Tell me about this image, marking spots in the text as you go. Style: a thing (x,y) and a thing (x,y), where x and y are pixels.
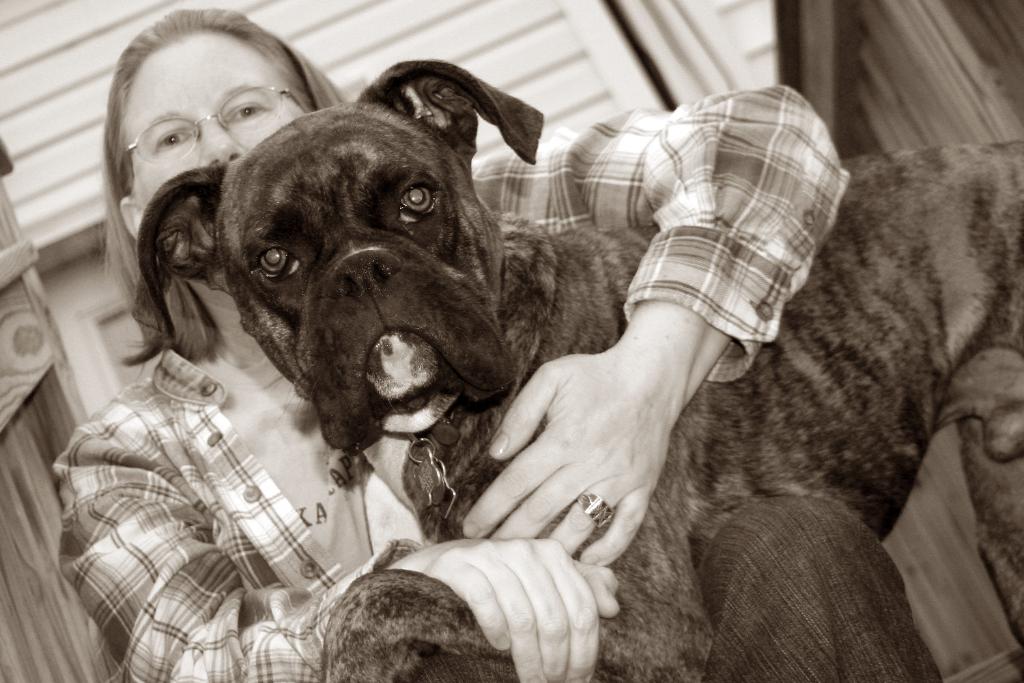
In the center of the image (444,398) there is a dog (408,407). There is lady (184,367) who is wearing a glasses (258,116) is holding a dog (372,268) in her hands (485,514).
